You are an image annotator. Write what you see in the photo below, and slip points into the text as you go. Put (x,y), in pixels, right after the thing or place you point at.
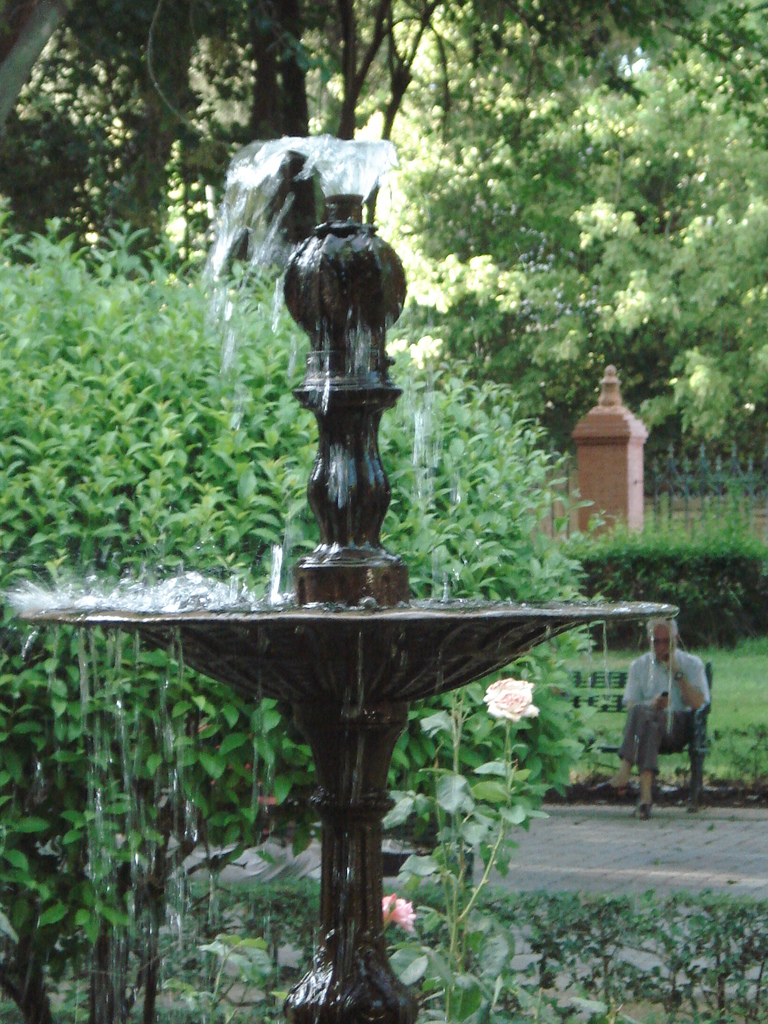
In this image we can see a fountain (370,694). In the background (141,305) there are plants (148,369), trees (364,87), pillar (605,409), fence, grass (734,695), floor (690,839) and a person (671,667) sitting on a bench (672,744).
